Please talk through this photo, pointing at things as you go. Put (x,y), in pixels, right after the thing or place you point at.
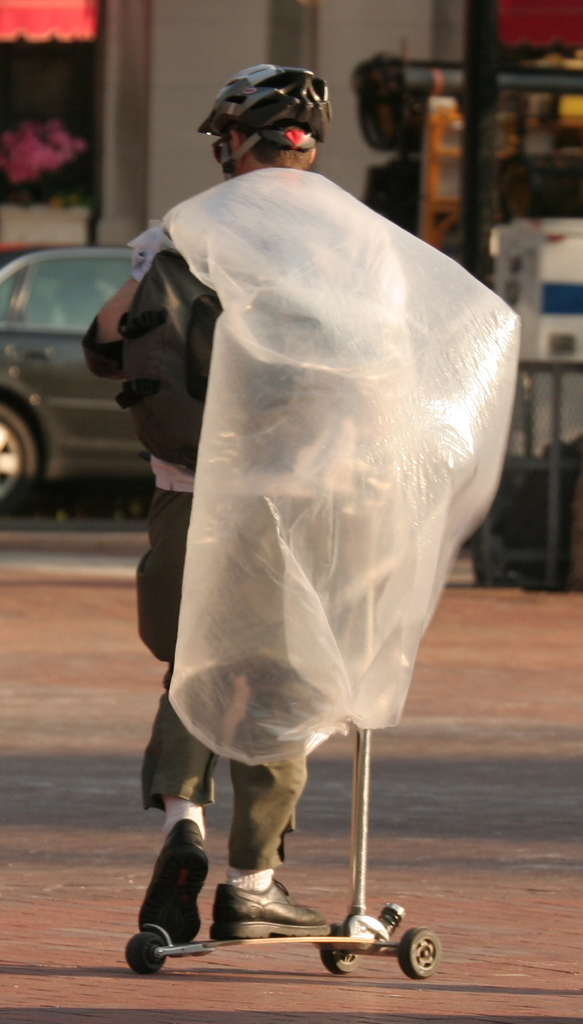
This image is taken outdoors. At the bottom of the image (115,840) there is a floor (440,750). In the middle of the image (366,421) a man (310,930) is riding on the floor (120,882) on a scooter (353,928). In the background (33,487) there is a car (120,458) parked on the ground (71,552). In the background (571,125) there are a few things (506,254).
